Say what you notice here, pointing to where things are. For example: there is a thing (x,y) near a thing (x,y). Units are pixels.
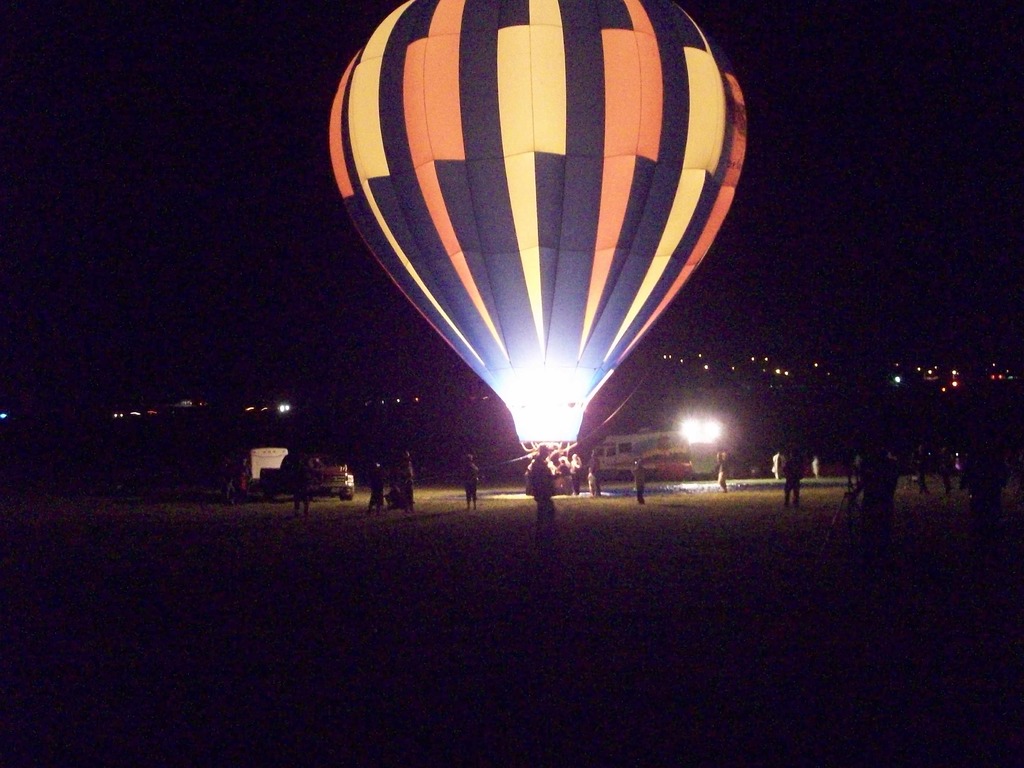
Background (90,112) portion of the picture is completely dark. We can see the lights (990,377), vehicles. In this picture we can see the people (988,535) and a hot air balloon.
